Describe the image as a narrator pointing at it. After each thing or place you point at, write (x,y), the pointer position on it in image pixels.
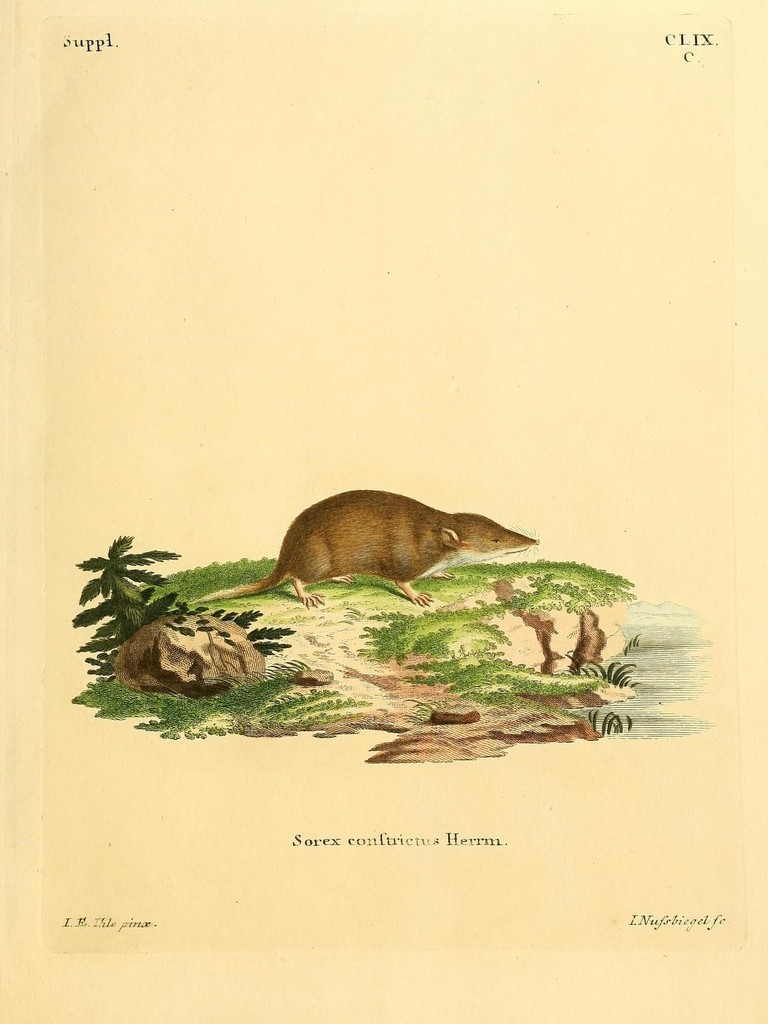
In this picture, we can see a poster (491,764) with some images (384,670) and text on it.
